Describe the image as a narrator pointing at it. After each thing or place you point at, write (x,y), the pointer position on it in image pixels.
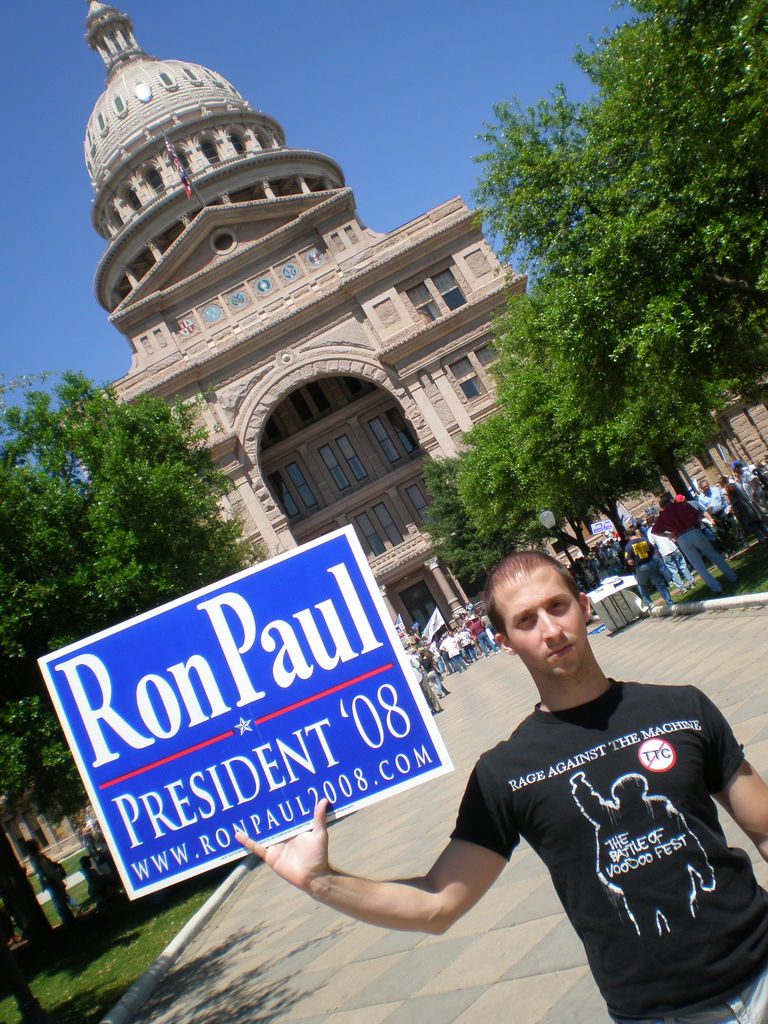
In this image we can see the building (442,597) and in front of the building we can see the people (450,642) standing and holding a flag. And there is the table (617,607), on the table (605,607) there are a few objects (599,587). And we can see the person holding a board (131,874). There are trees (495,416), grass (145,937) and the sky (413,69).
